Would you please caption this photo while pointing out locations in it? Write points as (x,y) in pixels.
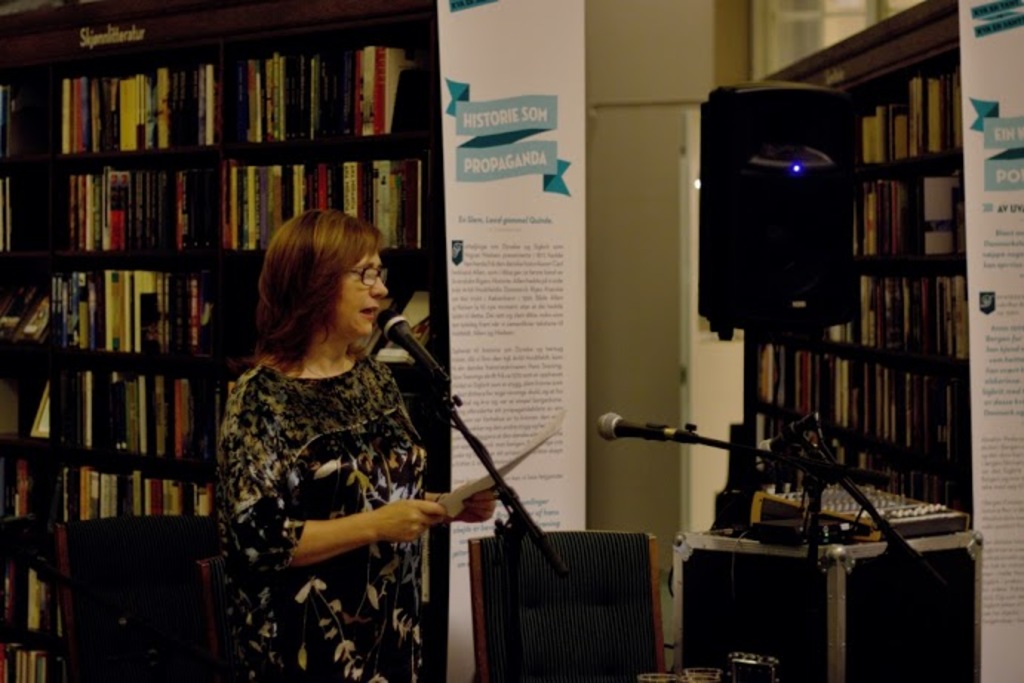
In this image in the center (352,347) there is one woman (352,426) who is standing and she is holding a paper (470,493) it seems that she is singing, in front of her there is one mike (405,320) and in the background (149,373) there are some book racks (246,165). In that book racks (886,252) there are some books (308,186) and on the right side (836,547) there are some music systems (787,488) and mike (811,491) and one speaker (794,236).
